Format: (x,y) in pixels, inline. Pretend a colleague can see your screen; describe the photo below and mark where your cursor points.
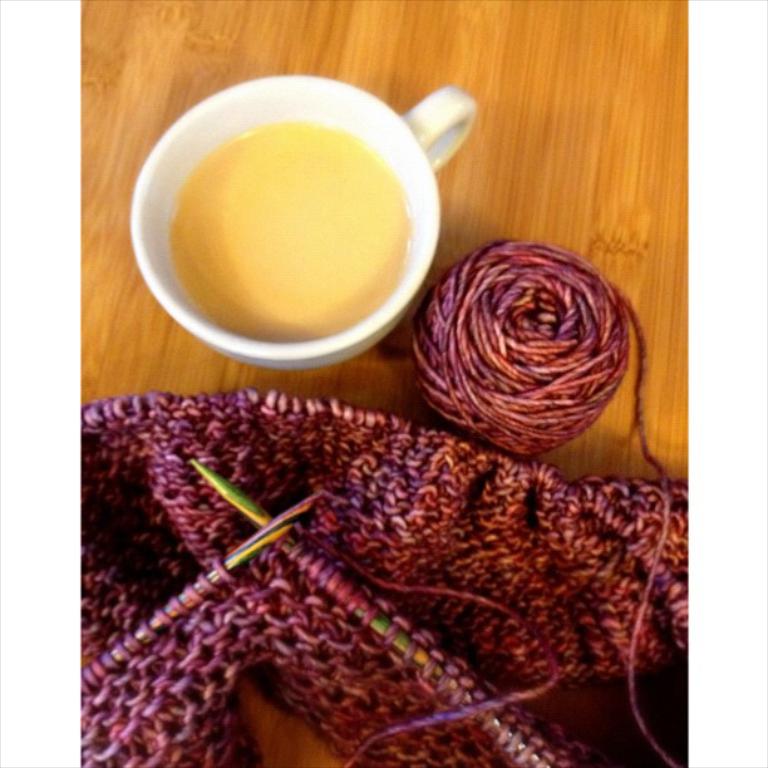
In the picture we can see a wooden surface (103,213) with a cup (382,311) of some drink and beside it, we can see a roll (530,378) of a woolen thread (534,368) and beside it we can see a woolen cloth (129,723) and two pins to it.
